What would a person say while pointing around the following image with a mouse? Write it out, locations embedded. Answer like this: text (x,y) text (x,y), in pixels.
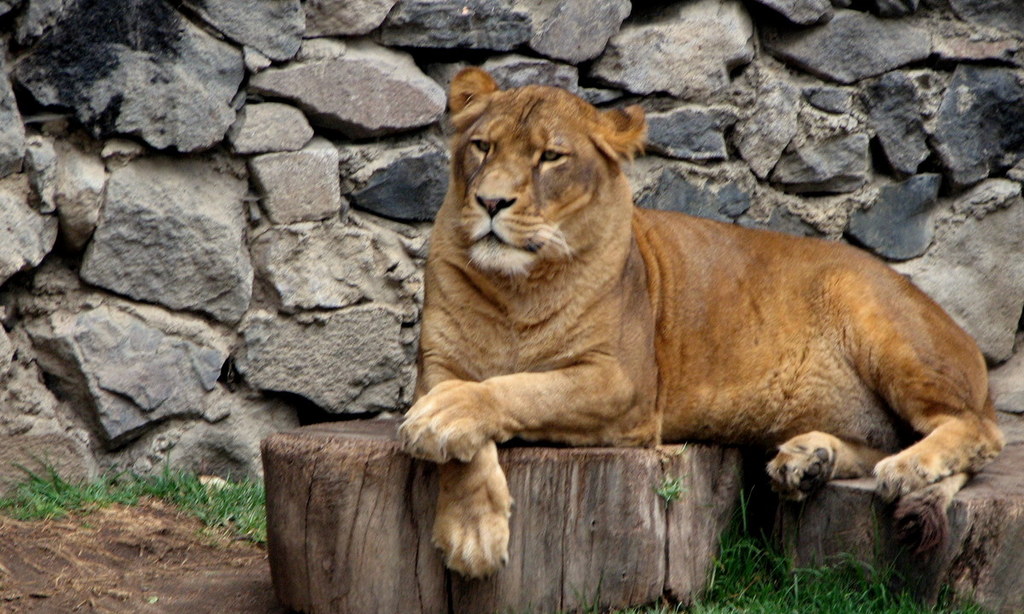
This is the image of an animal (601,368) on the wooden object (285,503). There is grass (669,609). There is a stone wall (432,77) in the background (311,205).
